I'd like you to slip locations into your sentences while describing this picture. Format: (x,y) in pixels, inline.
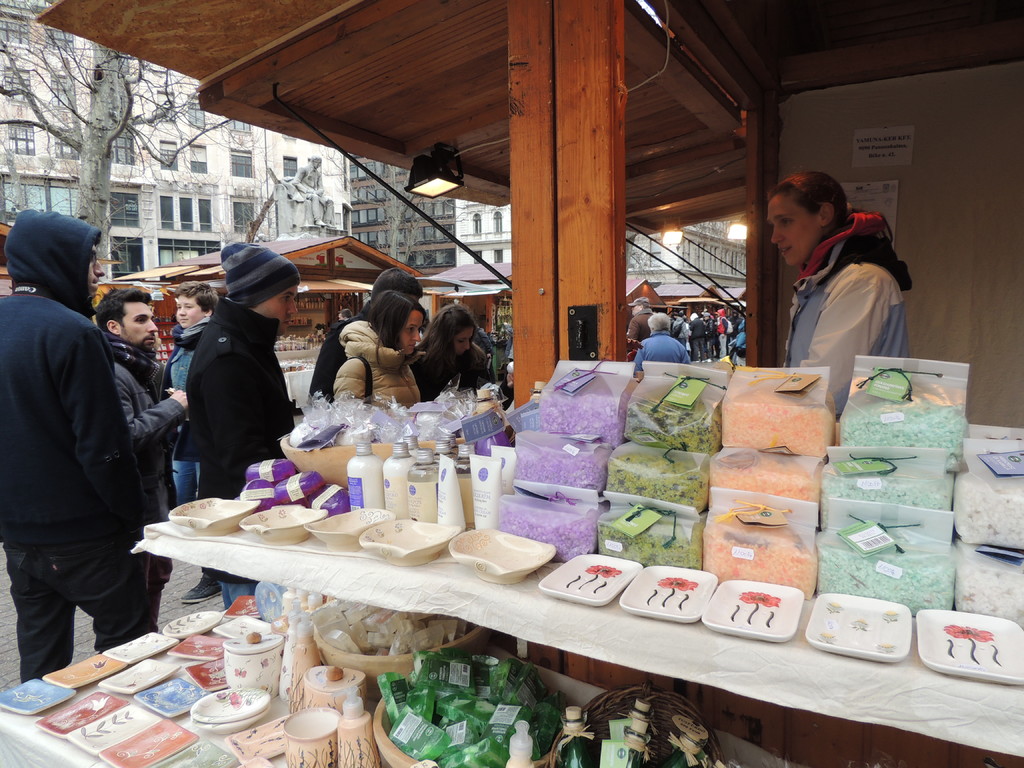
In this image we can see a grocery items (505,528) on the shelf (943,710), there are few people (332,356) standing near the stall (561,330) and a person (819,289) standing inside the stall (468,122), there are few lights (428,161), buildings (415,223) and trees (127,131).
